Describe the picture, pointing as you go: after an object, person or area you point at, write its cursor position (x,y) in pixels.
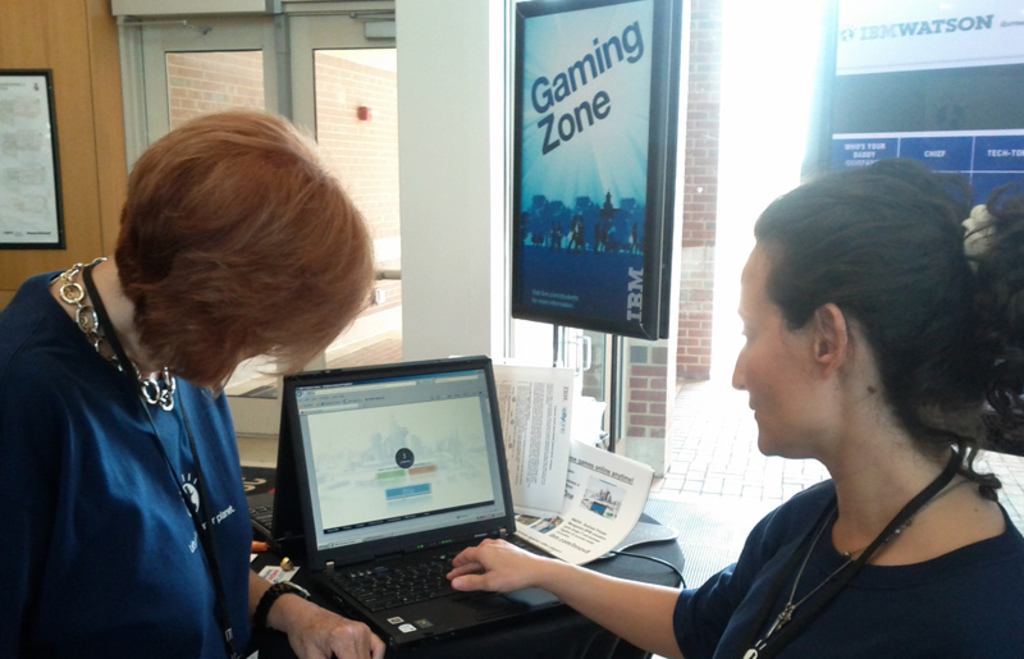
In the image there are two people (869,582) in the foreground (864,594), on the right side (690,625) there is a woman (548,579), she is working with the laptop (438,559) and beside the laptop (480,532) there are some papers (575,500) and there is a glass window (596,379) beside the papers (543,391), on the left side (326,134) there is a door (376,186) and behind there is a brick wall (373,154).
